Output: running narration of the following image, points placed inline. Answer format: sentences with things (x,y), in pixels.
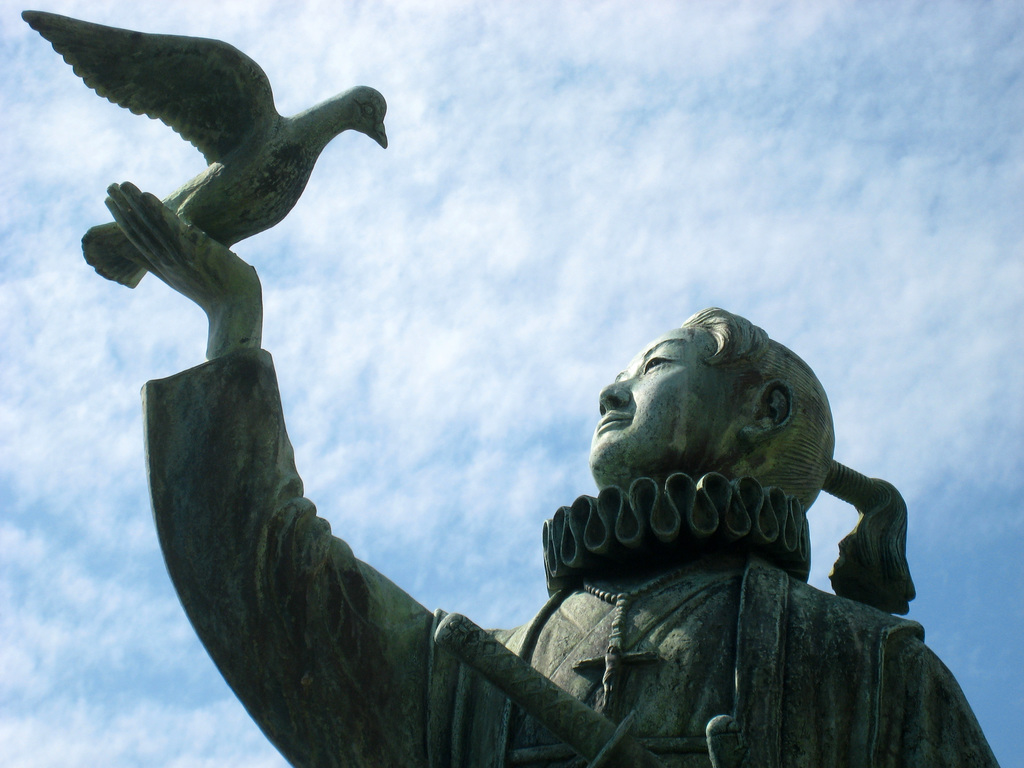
In this image I can see a sculpture (172,73) of a person (304,737) holding a bird (292,190). There is sky (545,170) at the top (560,250).
